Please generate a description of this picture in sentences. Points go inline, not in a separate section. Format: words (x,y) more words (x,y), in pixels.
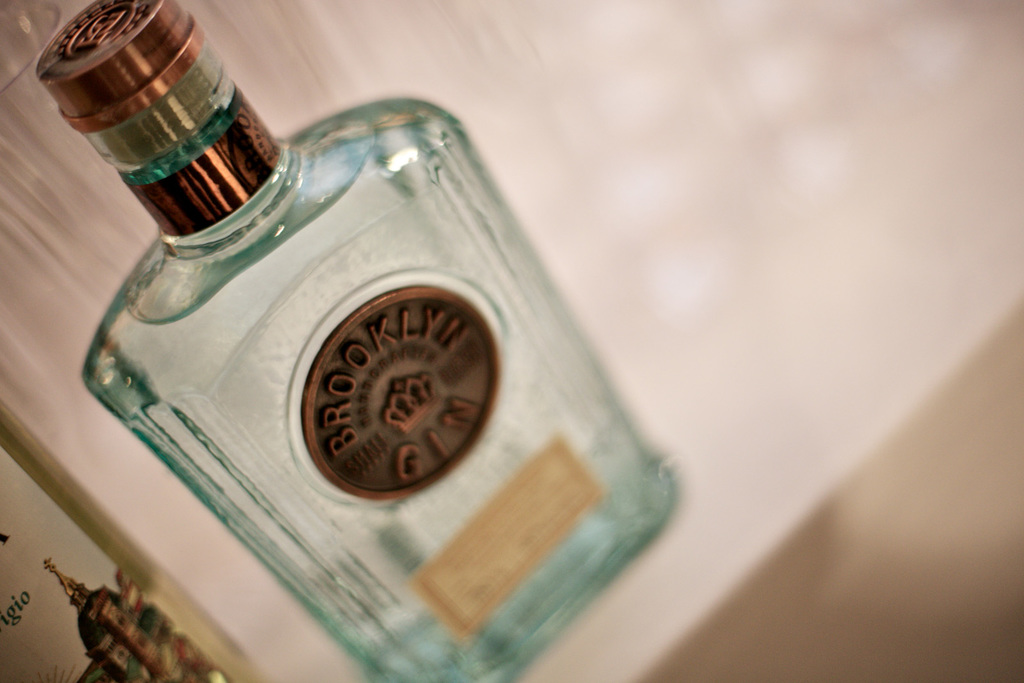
There is a bottle (339,302) with a logo (394,359) on it written BROOKLYN.
